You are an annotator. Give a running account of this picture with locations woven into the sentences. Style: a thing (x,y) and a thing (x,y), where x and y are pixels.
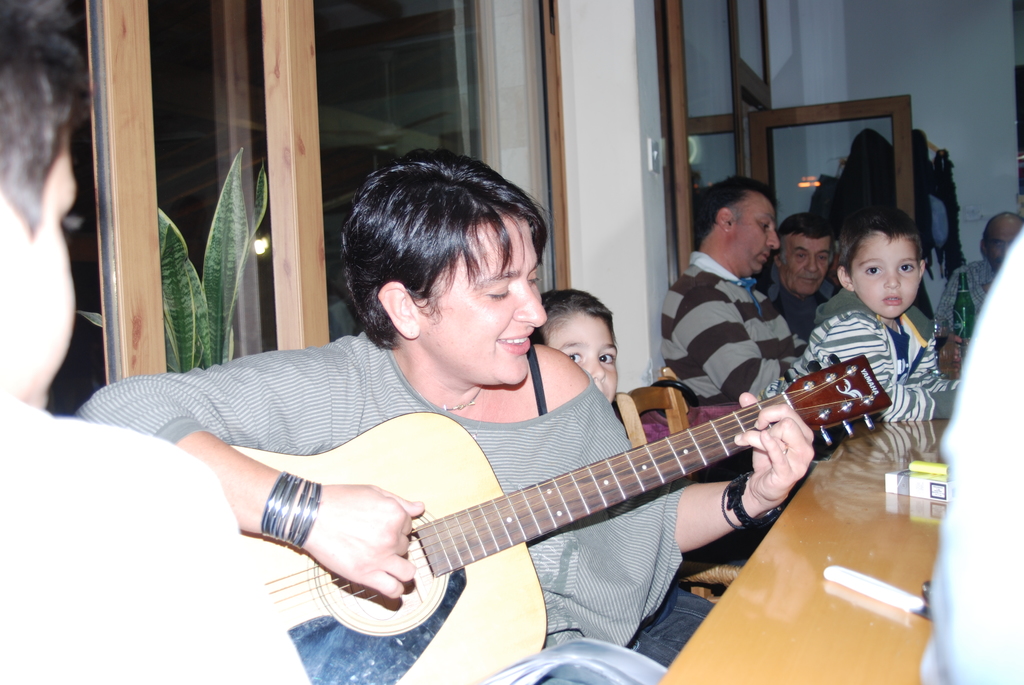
This picture shows a woman (408,338) playing a guitar (433,526) in her hands (402,525). There are some people (884,296) sitting around her in front of a table (864,551) on which some accessories (861,590) were placed. In the background (630,177) there is a wall (622,44) and a windows (257,119) here.
